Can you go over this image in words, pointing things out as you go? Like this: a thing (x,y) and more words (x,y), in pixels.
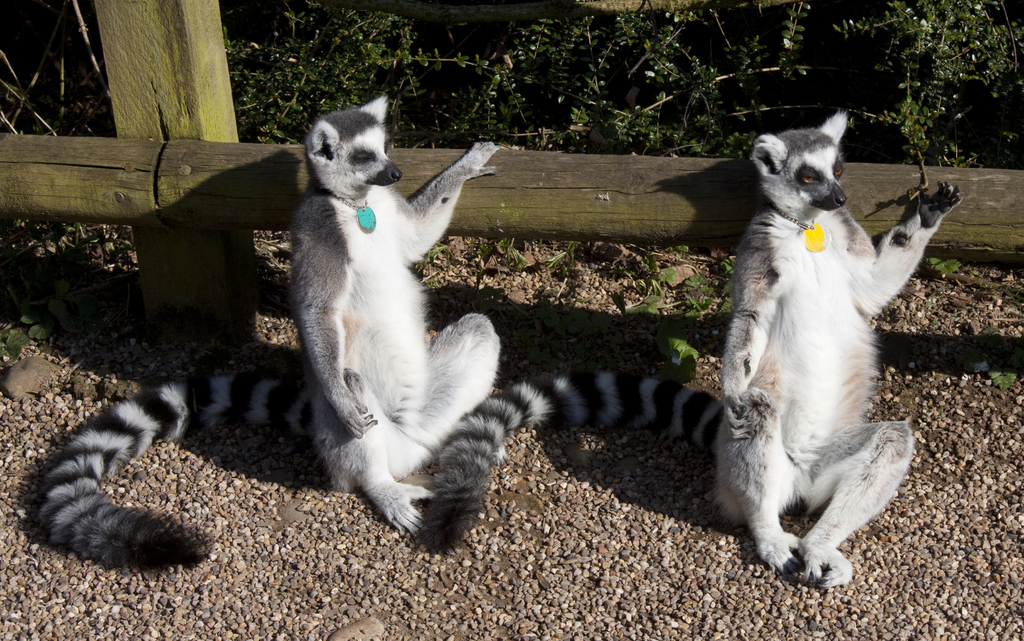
In this image I can see two animal (404,352) which are white, black and grey in color are sitting on the ground (526,460). I can see badges (358,219) which are yellow and blue in color in their necks (368,196). I can see a wooden log (199,194) and few trees (530,81) behind them.
